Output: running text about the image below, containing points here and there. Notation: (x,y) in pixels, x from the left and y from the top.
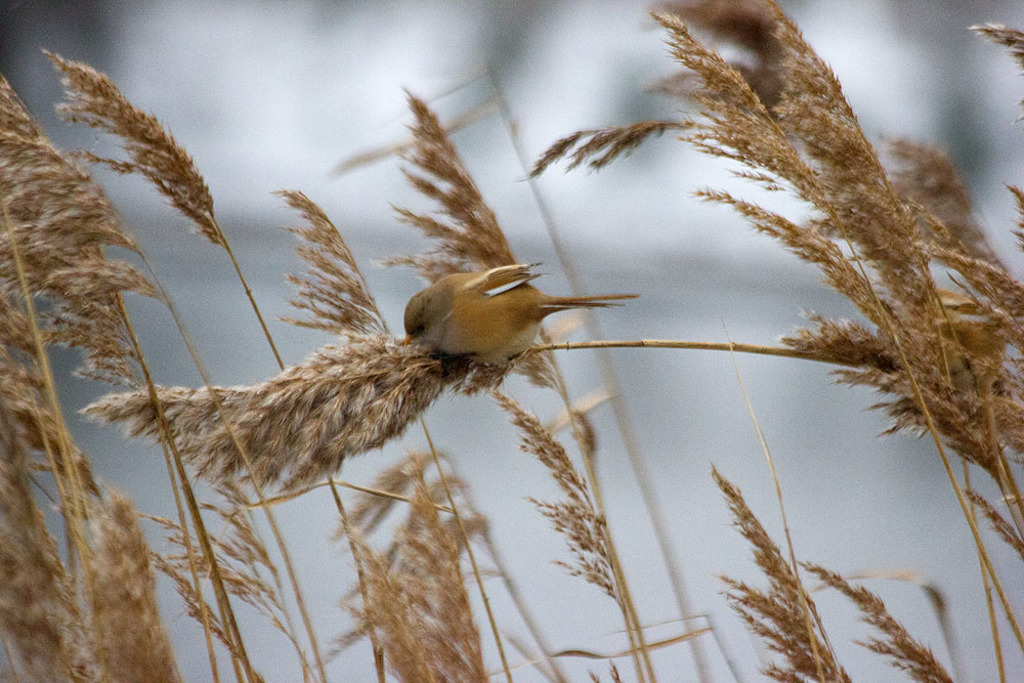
There is a bird (504,308) on the plants (45,561). The background (940,529) is blurred.
